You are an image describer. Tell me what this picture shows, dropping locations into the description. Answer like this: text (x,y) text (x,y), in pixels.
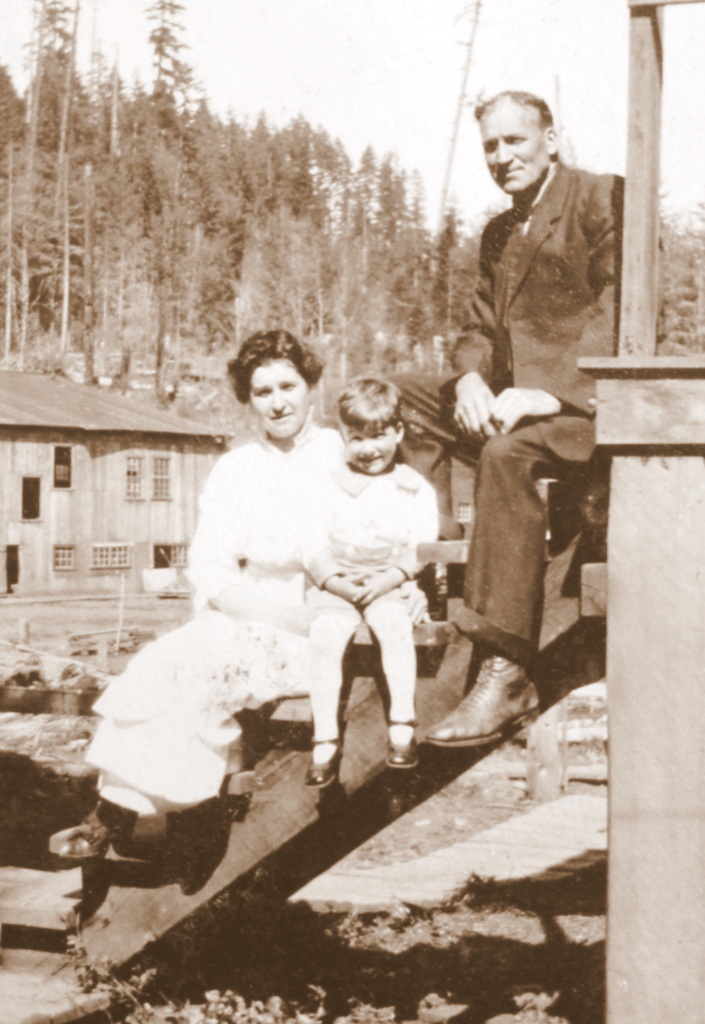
This is an old black and white image. I can see the man (582,351), a boy (416,482) and the woman (209,645) sitting on the stairs (552,610). This looks like a house (84,494) with windows (133,476). These are the trees (181,261).
